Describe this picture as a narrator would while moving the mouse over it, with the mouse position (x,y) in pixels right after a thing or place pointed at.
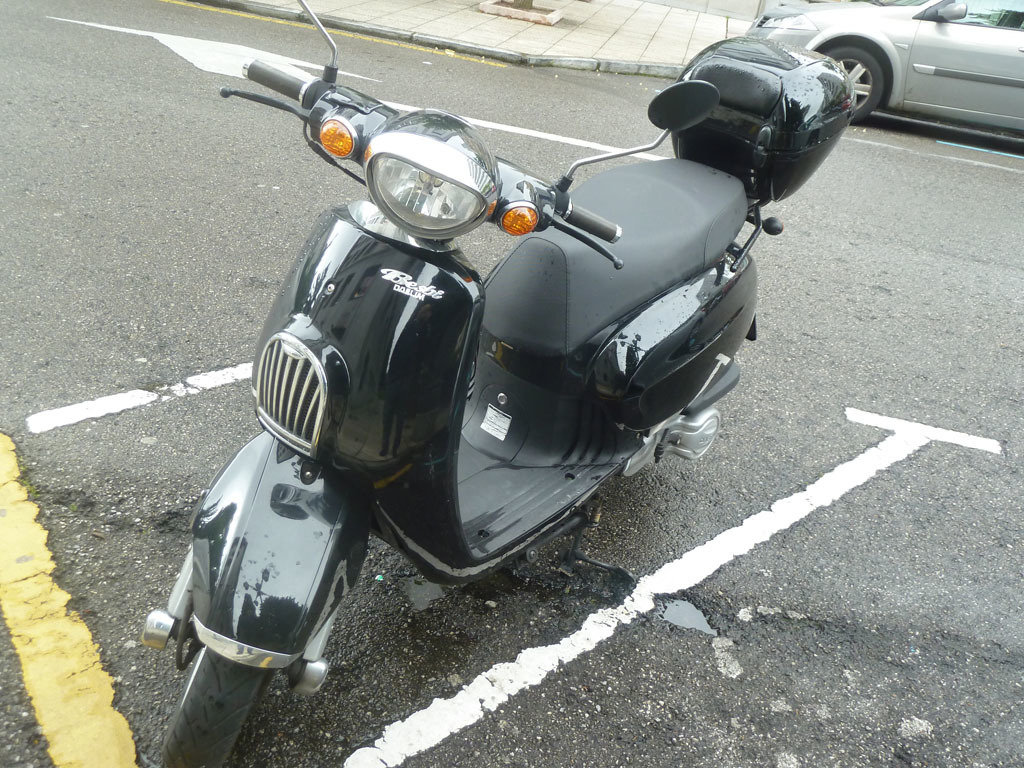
In this picture we can see a black color scooter (439,448) in the front (417,457), we can see a car (953,70) at the right top of the picture (967,58), at the bottom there is road (119,85).
